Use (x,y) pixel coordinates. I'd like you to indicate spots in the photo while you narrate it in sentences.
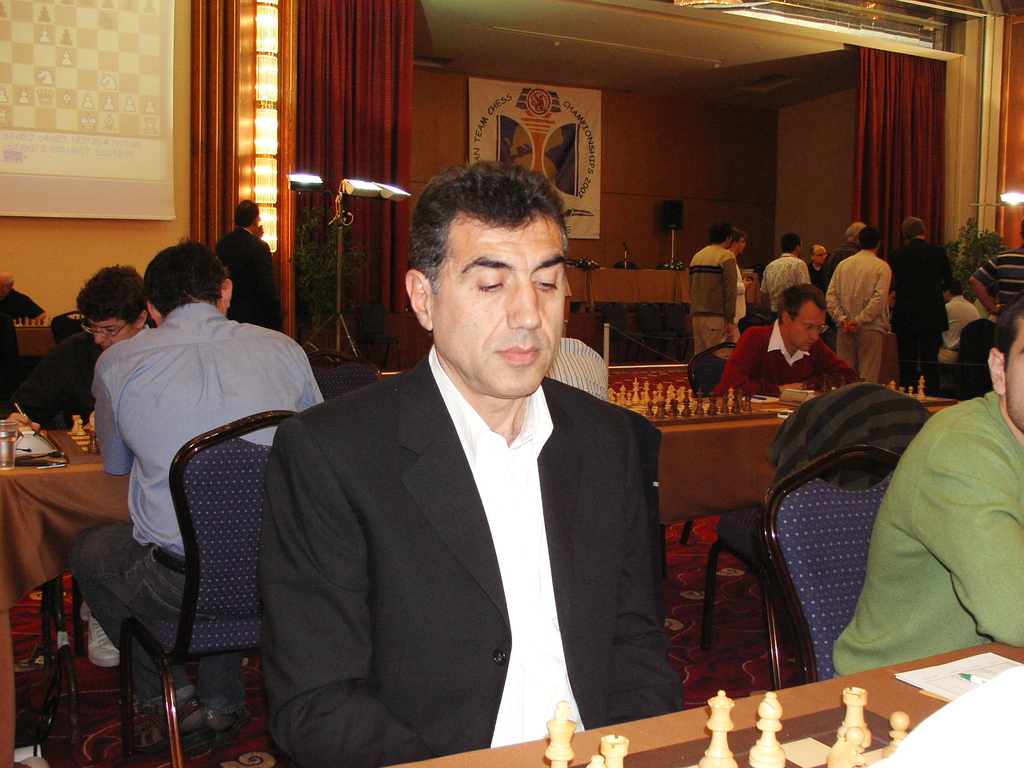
Few persons (387,481) are sitting, few persons (914,285) are standing. A poster (586,115) is attached to a wall (681,156). A screen (118,116). There are tables (768,411) in this room (384,690). On every table (722,418) there is a chess board (739,743) with chess coins (780,749). Far there is a plant (978,252). This is a red curtains (348,70).
